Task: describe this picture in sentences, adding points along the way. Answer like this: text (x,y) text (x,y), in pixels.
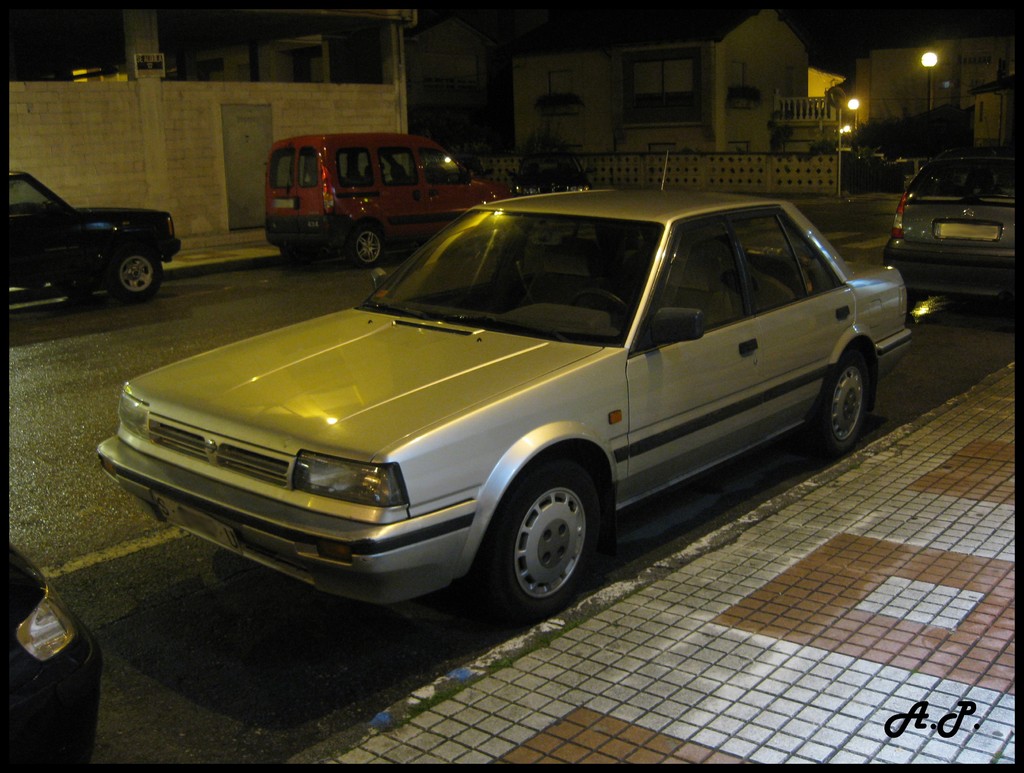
This picture shows a few vehicles (355,200) parked on both the sides of the road (284,315) and we see buildings (622,115) and couple of pole lights (928,75) and we see sidewalk (696,540) on both the sides.
